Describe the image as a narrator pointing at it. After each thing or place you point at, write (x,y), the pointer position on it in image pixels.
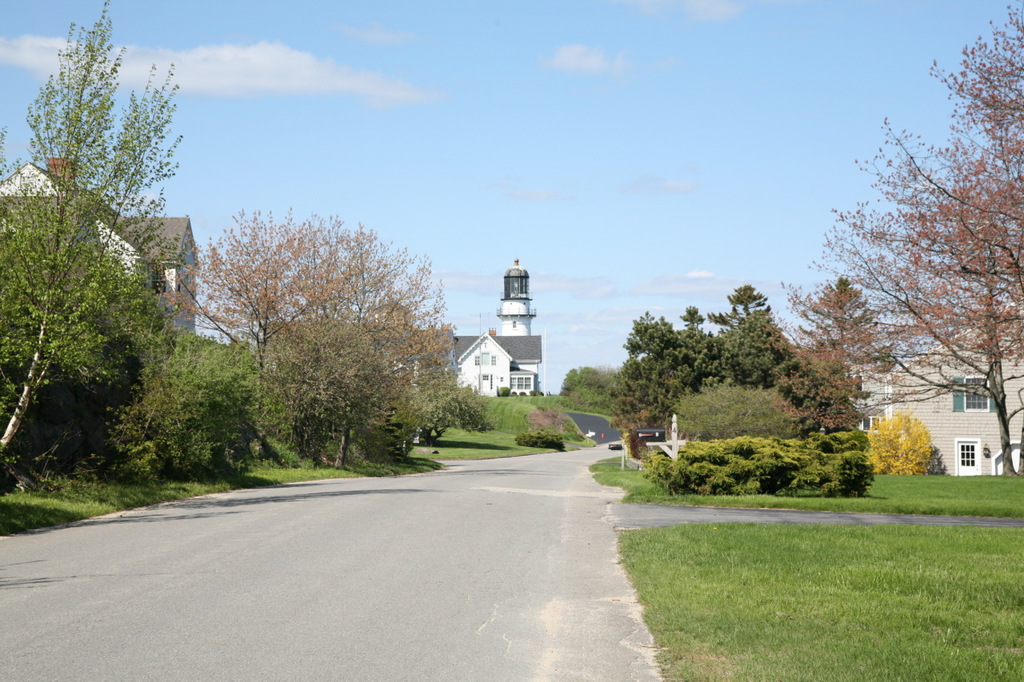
In this image we can see some buildings (494,373) with windows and a light house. We can also see some trees (364,425), plants (406,441), grass (682,555), the pathway (456,579) and the sky (233,198) which looks cloudy.
